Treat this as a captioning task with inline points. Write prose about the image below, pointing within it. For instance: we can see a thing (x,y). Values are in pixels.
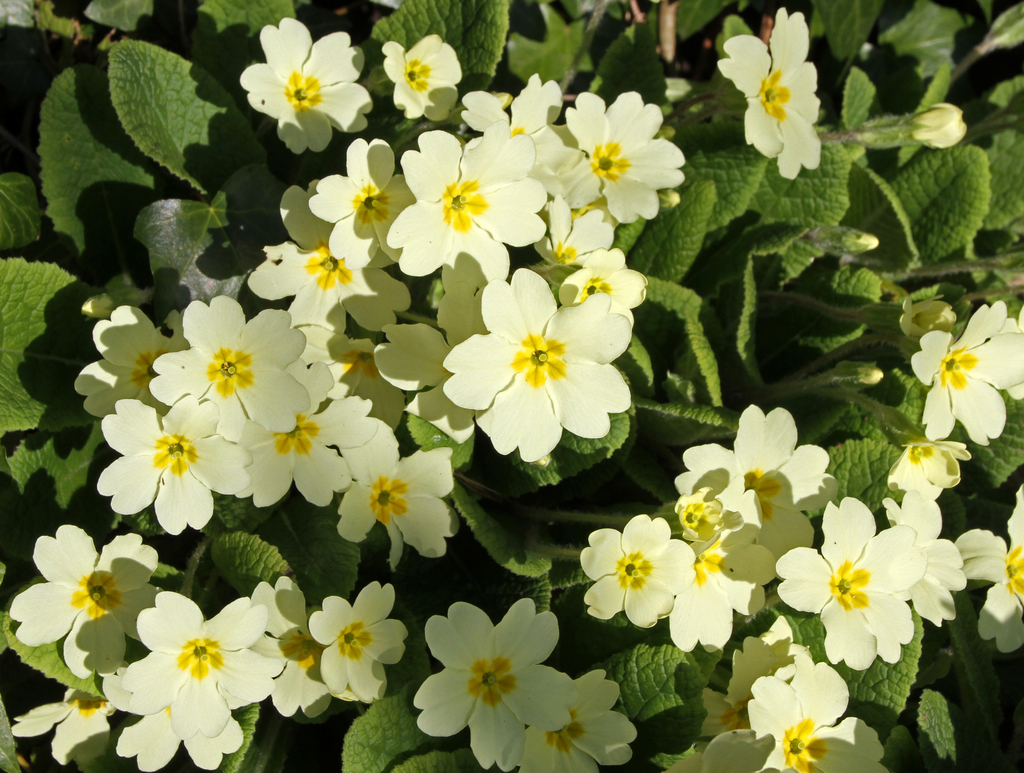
In this picture there are white color flowers (370,492) on the plants (510,554) and there are flower buds (930,130) on the plants (396,677).
